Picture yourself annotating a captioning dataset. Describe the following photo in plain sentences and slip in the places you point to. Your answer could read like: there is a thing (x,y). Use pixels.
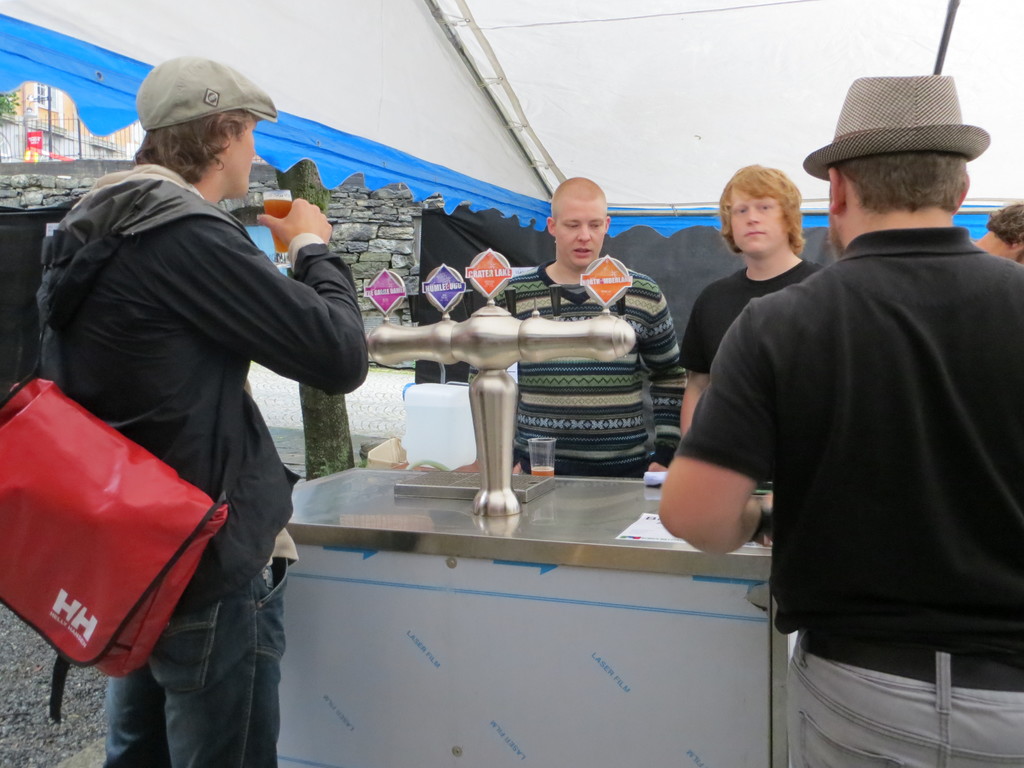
On the right side of the image (944,586) we can see persons (751,355) standing on the ground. On the left side of the image (217,266) we can see person (52,356) standing on the ground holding a beverage (276,216) in glass (285,243). In the center of the image (488,340) we can see taps (453,336). In the background (458,249) we can see persons (571,245), building (69,135), wall (371,209) and tent (584,173).
